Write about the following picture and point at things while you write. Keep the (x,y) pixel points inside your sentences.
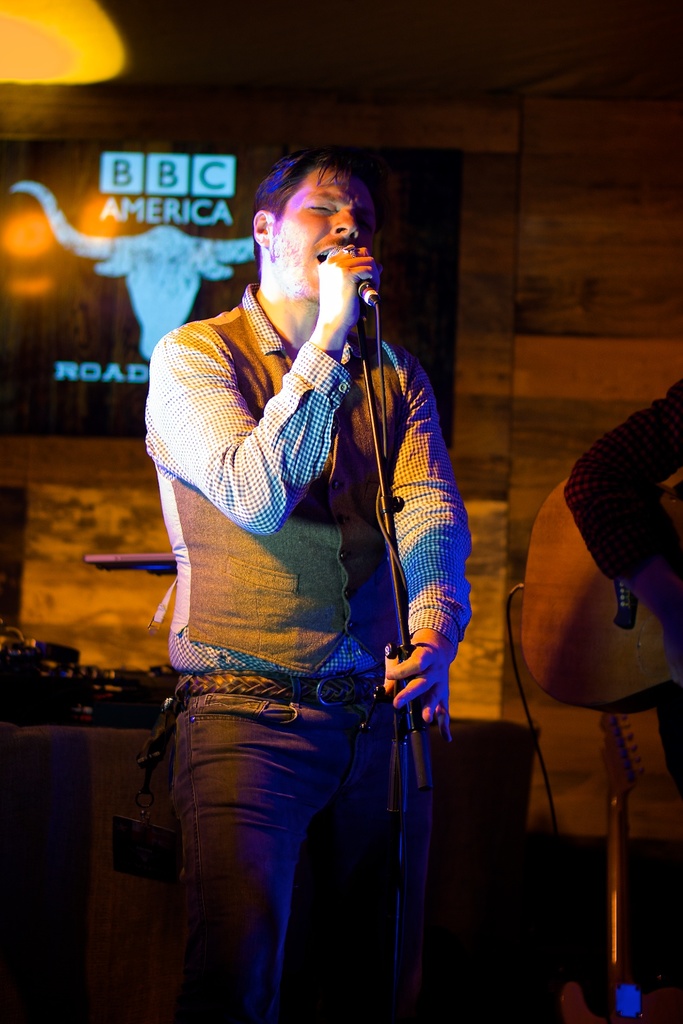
In this image i can see a man (292,447) singing in front of a microphone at the back ground (180,226) there is a wooden wall (53,503) and a board (48,367).
